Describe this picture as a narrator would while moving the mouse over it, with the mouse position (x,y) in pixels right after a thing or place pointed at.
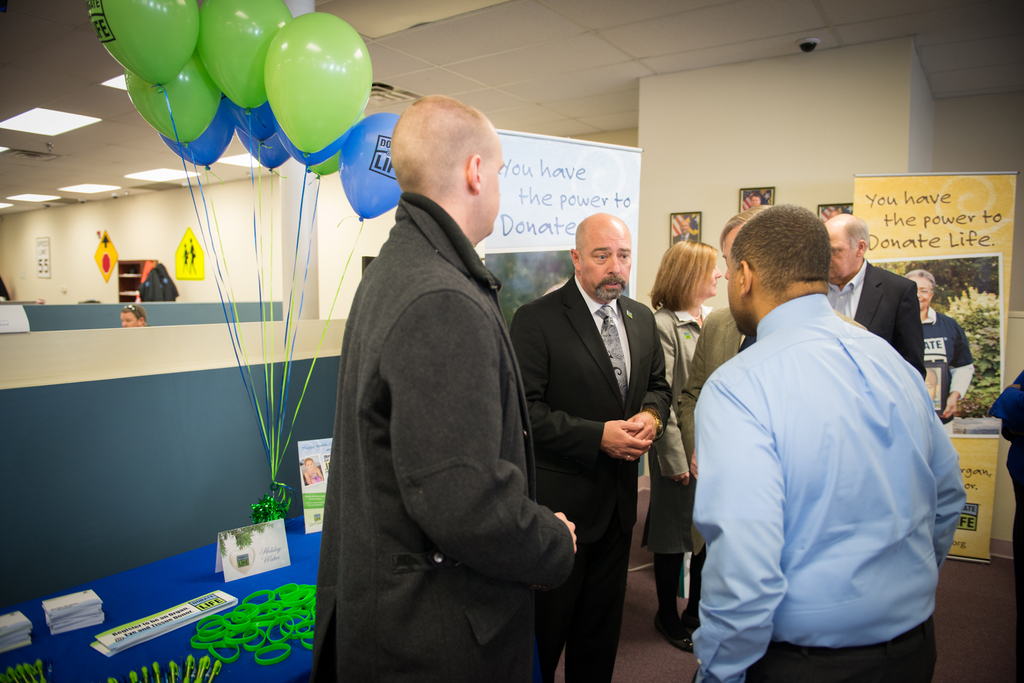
In this picture we can see a group of people (624,493) standing on the floor (644,527), balloons (142,77), bands (240,616), banners (548,151), frames (838,206) and posters (198,253) on the walls (241,219), lights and some objects (302,486).
